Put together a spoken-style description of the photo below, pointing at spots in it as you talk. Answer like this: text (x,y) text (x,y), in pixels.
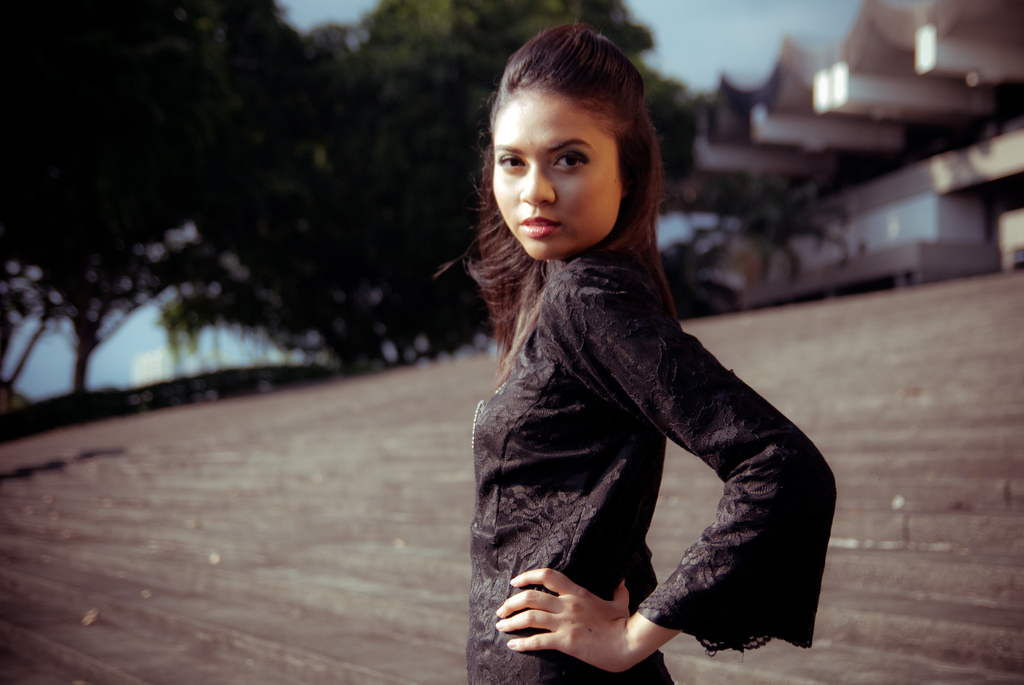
In the center of the image (601,314), we can see a lady (555,376) on the ground (439,530) and in the background (472,100), there are trees (483,92) and buildings (724,103).
